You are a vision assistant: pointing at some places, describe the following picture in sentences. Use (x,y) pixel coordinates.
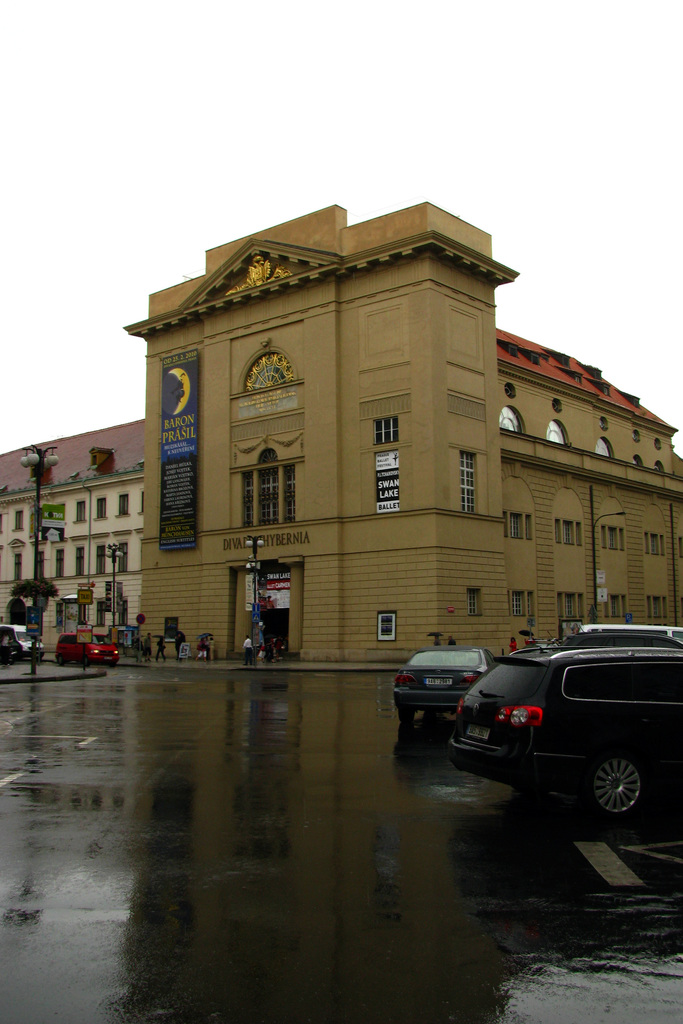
In the image in the center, we can see a few vehicles (488,678) on the road (211,772). In the background (350,77), we can see the sky (361,142), clouds (612,120), buildings (357,437), windows (473,458), sign boards (388,475), banners (378,475), poles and few people (249,650) are walking on the road (111,678).
